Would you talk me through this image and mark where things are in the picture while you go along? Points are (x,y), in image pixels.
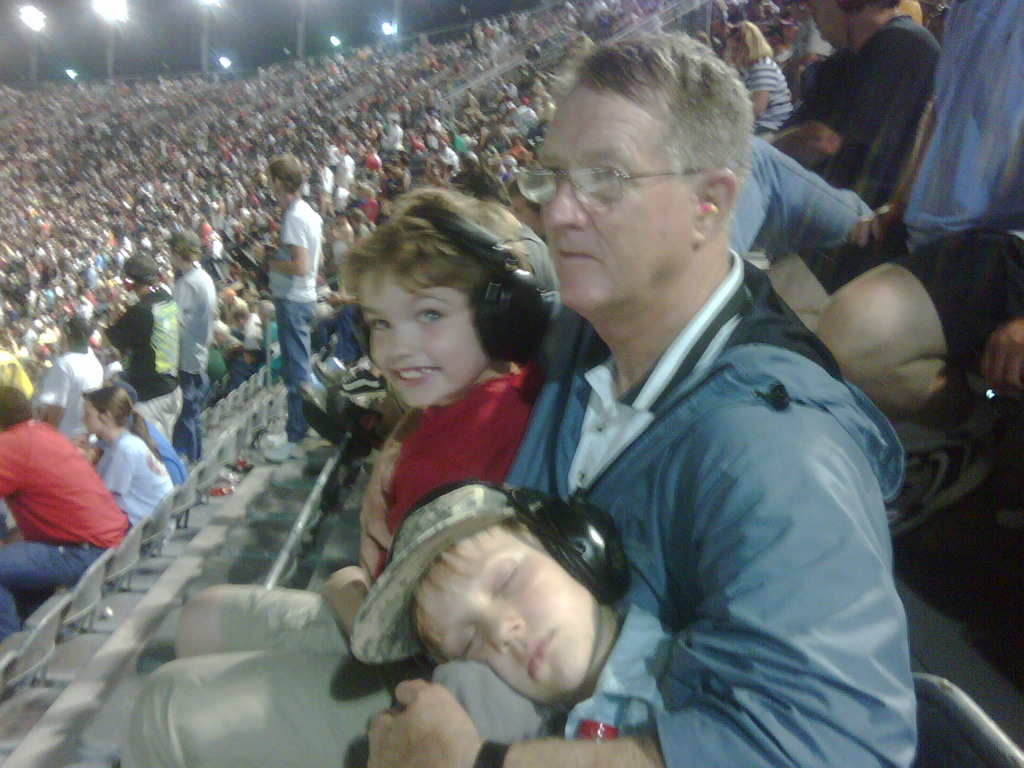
In this image in the front (462,602) there is a boy (578,660) sleeping and there is a person (662,453) holding kids (450,476) in his arms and there is a person (429,369) smiling. In the background (304,257) there are persons (172,305) standing and sitting and there are lights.
